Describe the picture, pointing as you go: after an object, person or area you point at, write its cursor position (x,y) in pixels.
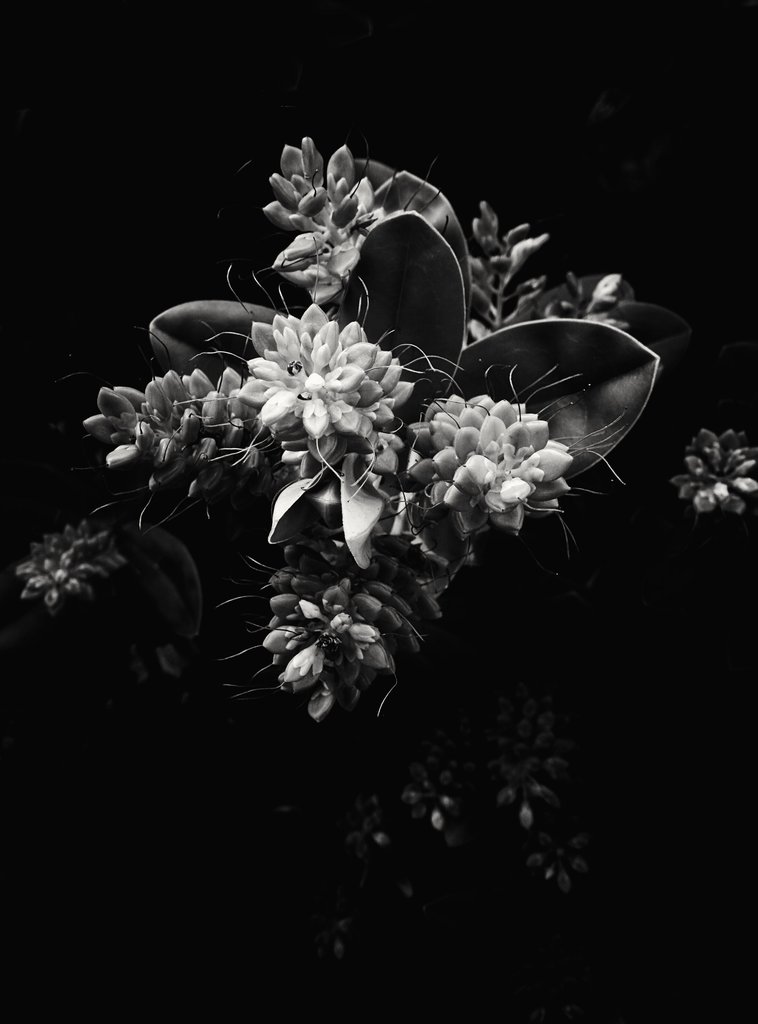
It is the black and white image in which there are flowers (292,429) in the middle (353,401), Under the flowers (381,454) there are leaves (504,383).
